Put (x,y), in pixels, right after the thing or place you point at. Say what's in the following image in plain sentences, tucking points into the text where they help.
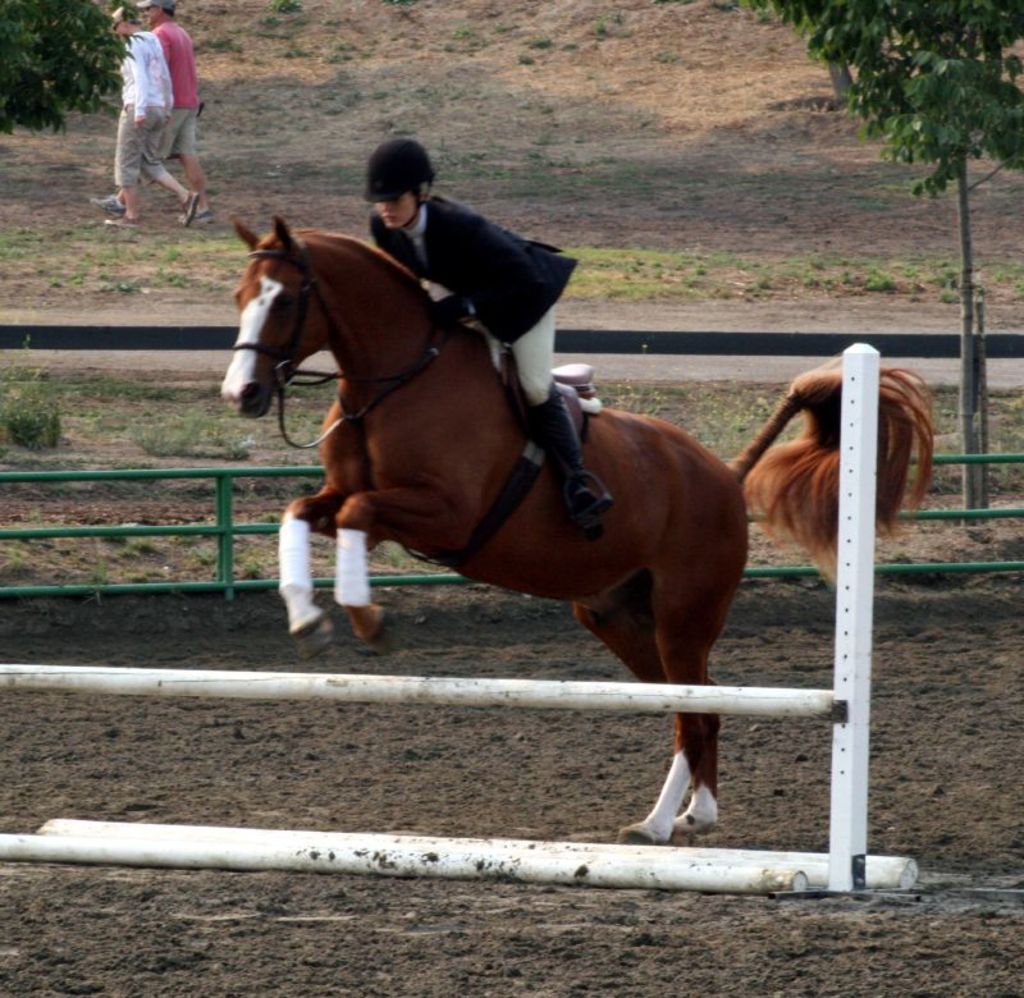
In this picture I can observe brown color horse (419,460) in the middle of the picture (548,533). There is a person (426,213) on the horse (457,382). In front of the horse (476,420) I can observe white color metal rods (53,672). In the top left side (139,125) I can observe two members (165,123) walking on the land (683,150).
